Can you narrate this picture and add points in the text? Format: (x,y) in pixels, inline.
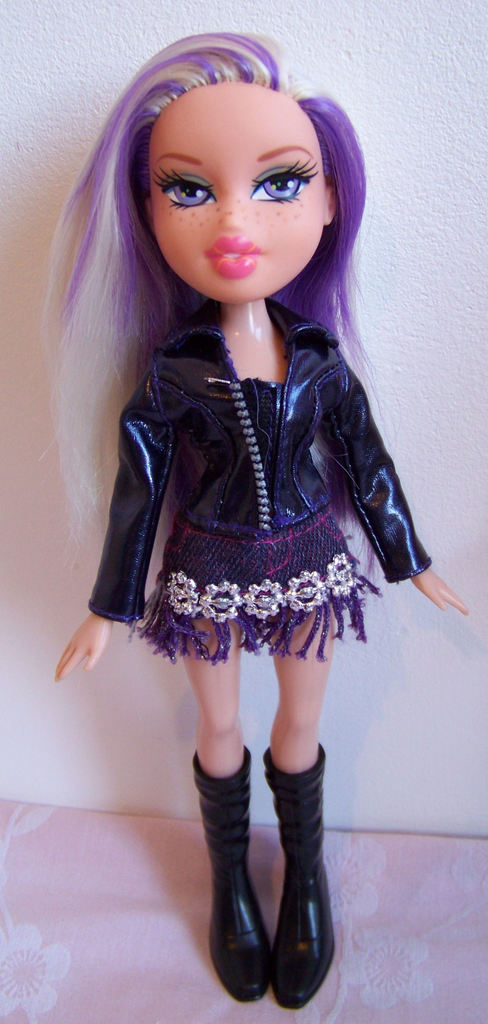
In this picture we can see a toy (243,457).
